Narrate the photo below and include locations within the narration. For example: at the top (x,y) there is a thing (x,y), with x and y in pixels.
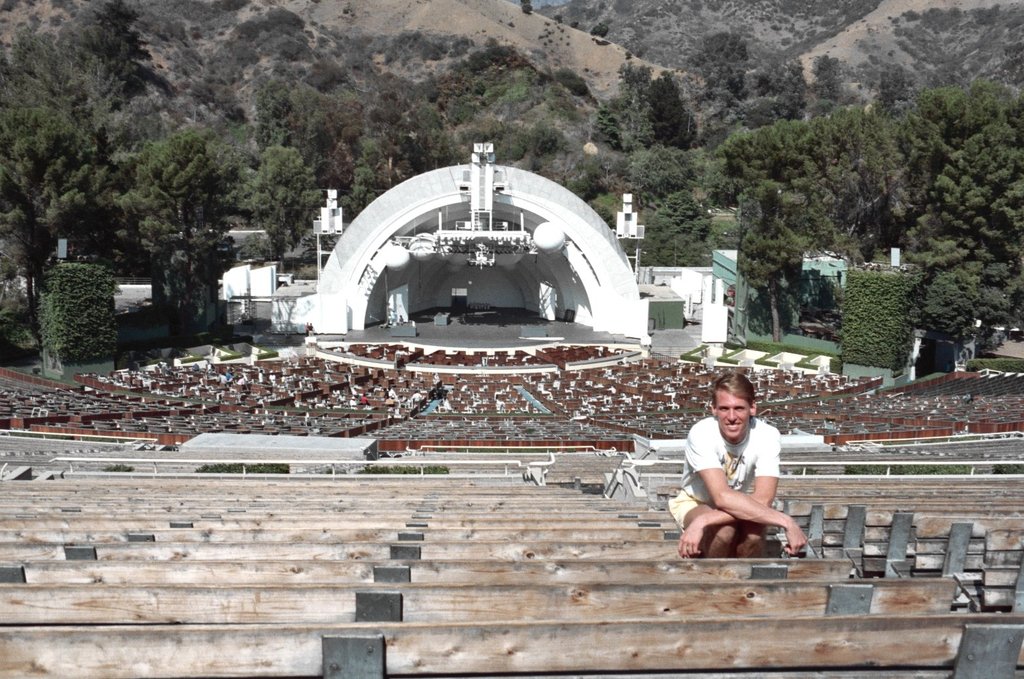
There is a man (745,484) sitting on the bench (637,587). In the background (133,368) we can see trees (390,158), benches (690,399), stage (389,314), and mountains (638,55).
